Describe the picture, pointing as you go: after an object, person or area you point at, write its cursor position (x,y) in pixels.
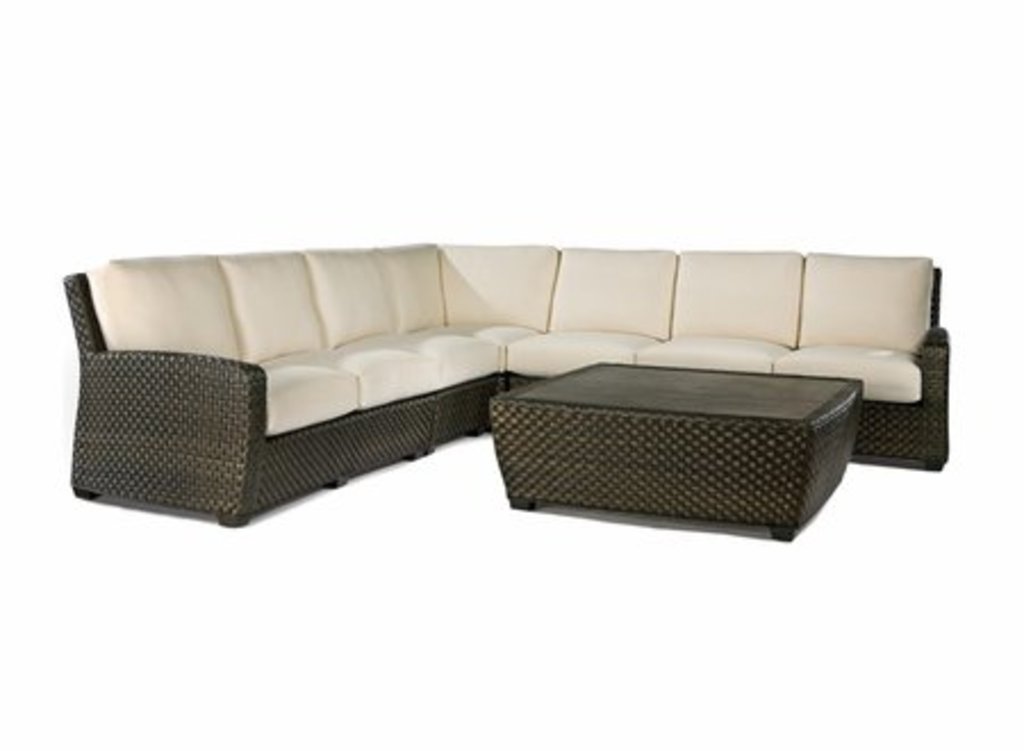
In this picture there is a sofa (157,420) which is black and white in color. There is a table (674,496) which is black in color. Background (958,142) is white in color.
